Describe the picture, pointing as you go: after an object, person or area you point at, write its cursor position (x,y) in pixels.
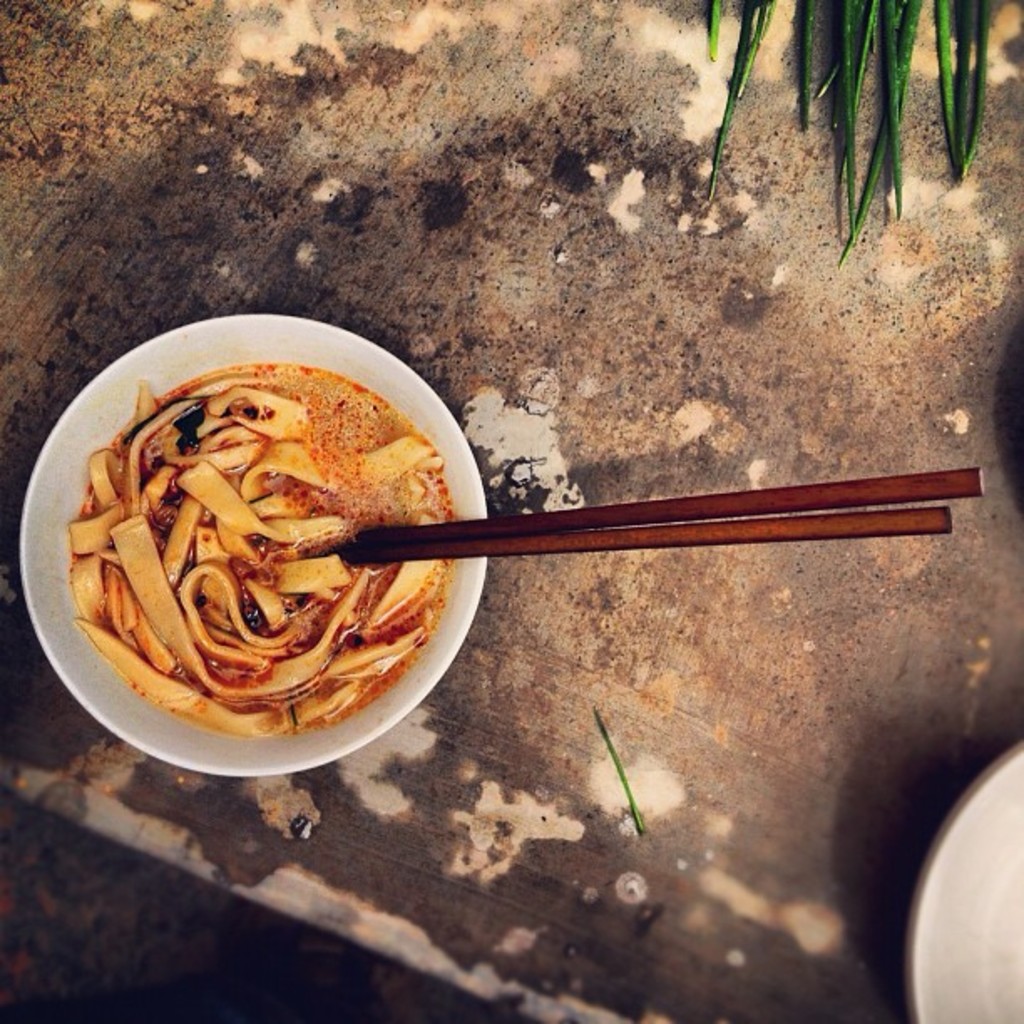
In this picture towards the left (110,365) there is a bowl (415,426) filled with noodles (256,517) with chopsticks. In the top right (956,143) there are vegetables (851,240) and to the right bottom (968,943) there is a plate (990,892).
